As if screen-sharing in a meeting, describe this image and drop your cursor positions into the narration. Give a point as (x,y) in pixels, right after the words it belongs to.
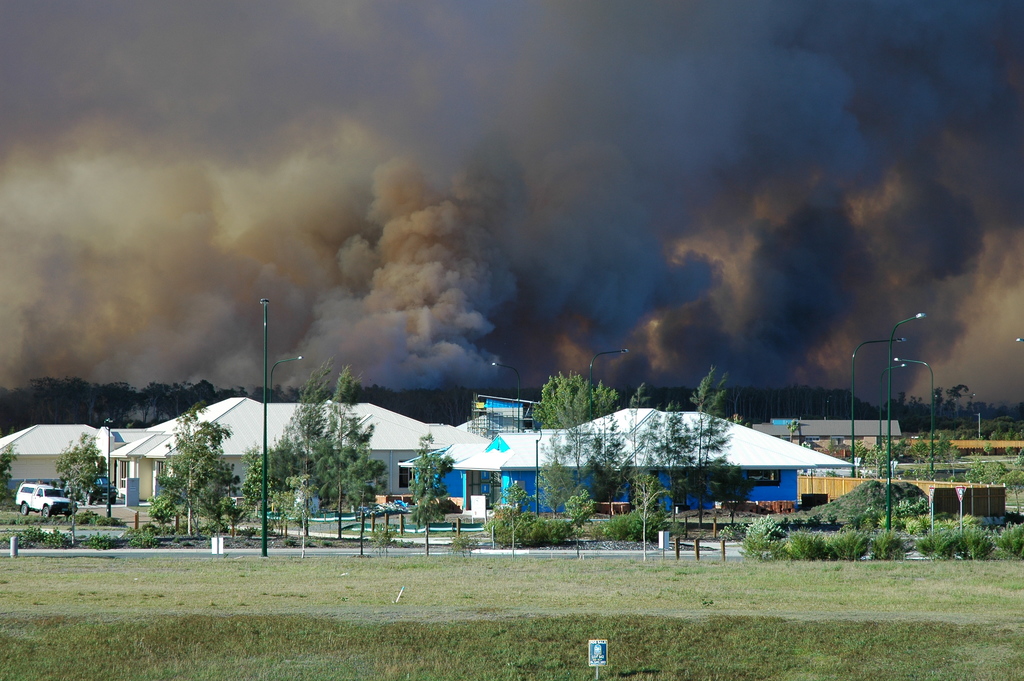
In the foreground (380,467), I can see grass (469,592), light poles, plants (290,507), trees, vehicles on the road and houses (722,449). In the background (742,358), I can see smoke (553,331) and the sky (538,257). This image is taken in a day.
